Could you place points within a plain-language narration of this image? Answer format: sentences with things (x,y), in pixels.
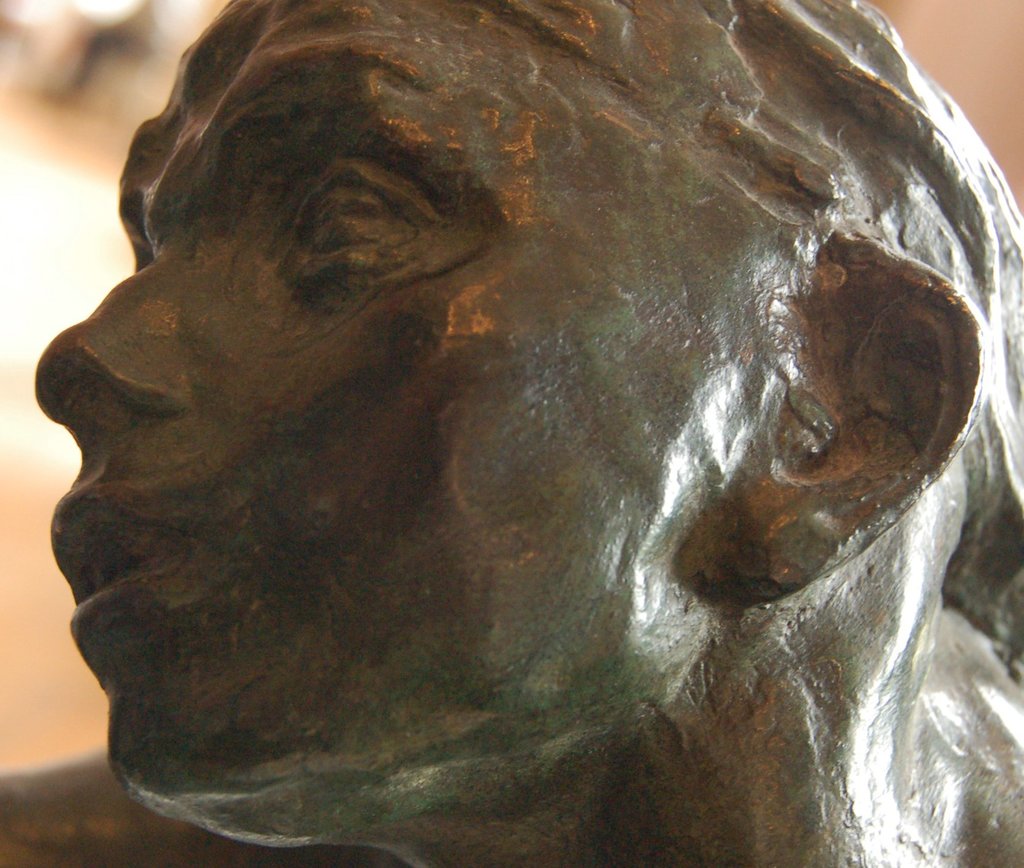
In this image I can see a sculpture (400,629) of a head (131,315) of a person (796,652). I can also see this image is little bit blurry from background (1,129).
